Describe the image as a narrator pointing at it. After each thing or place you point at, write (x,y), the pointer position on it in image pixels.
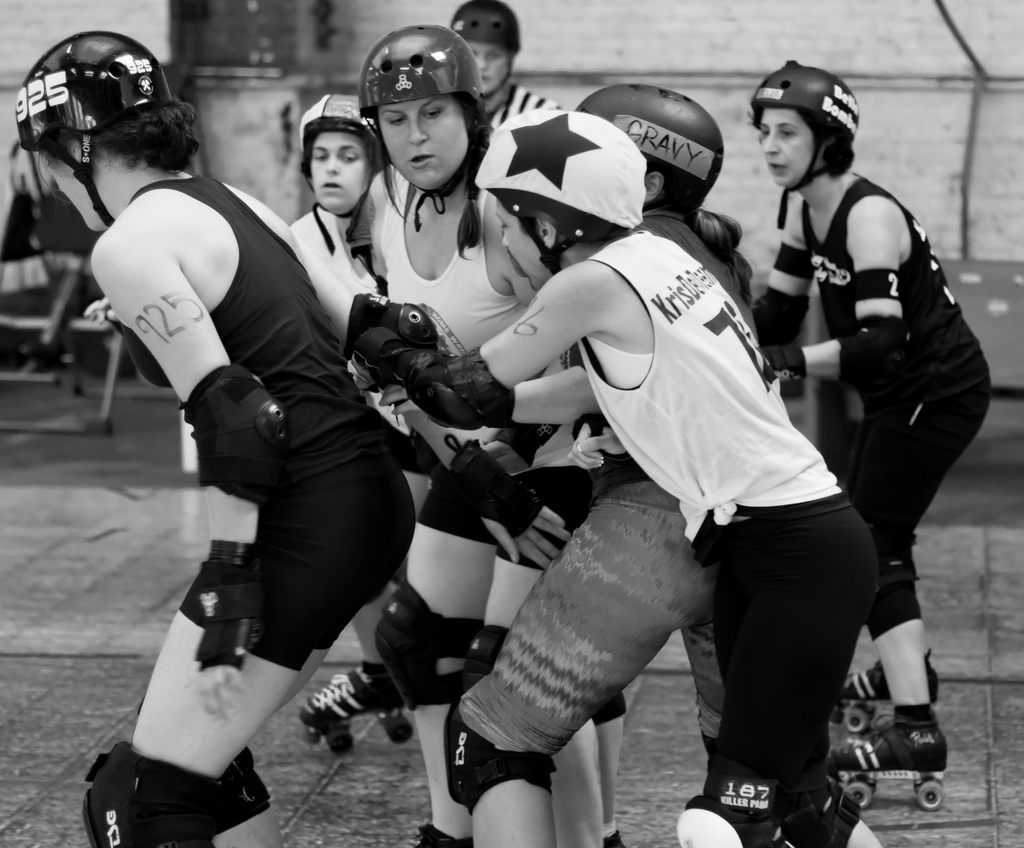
This is a black and white image where we can see many women (444,263) wearing T-shirts (721,311), gloves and helmets (80,166) are standing here. The background of the image (590,37) is slightly blurred, where we can see another person (494,65), some objects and I can see the wall (340,68).
